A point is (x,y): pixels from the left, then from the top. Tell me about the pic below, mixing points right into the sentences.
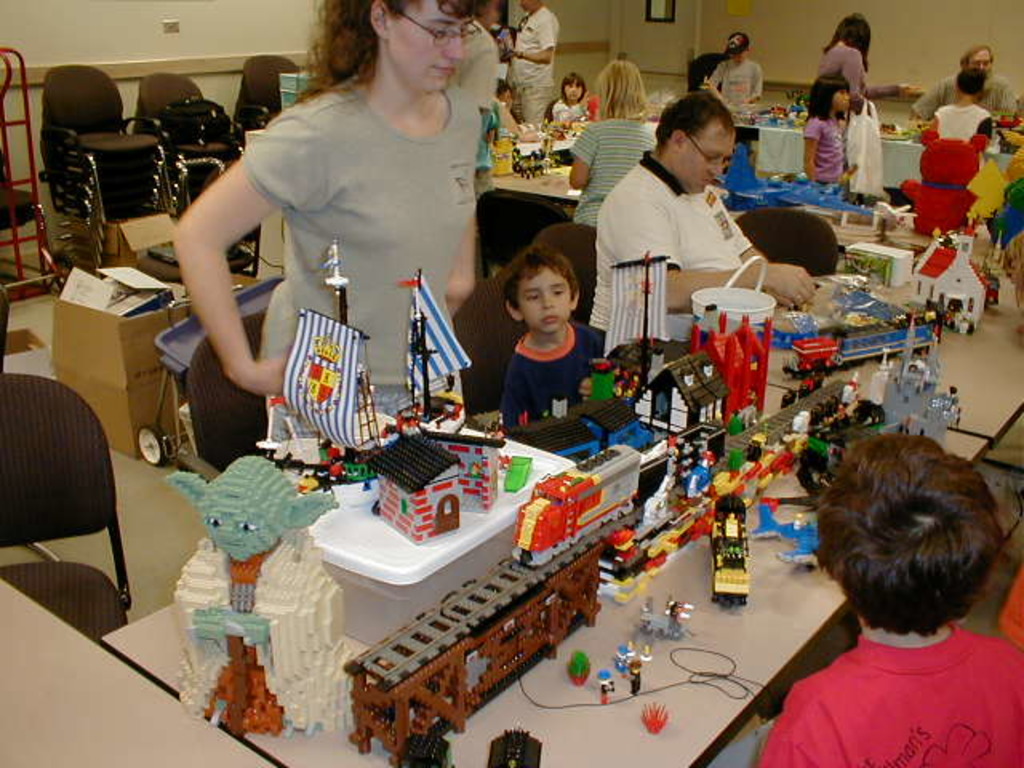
In this image i can see few persons (315,188) standing and few persons (632,191) sitting, there are few toys (825,350) on a table (471,728) at the back ground (144,372) i can see few card boards (145,358), chairs (145,198) and a wall (131,71).
